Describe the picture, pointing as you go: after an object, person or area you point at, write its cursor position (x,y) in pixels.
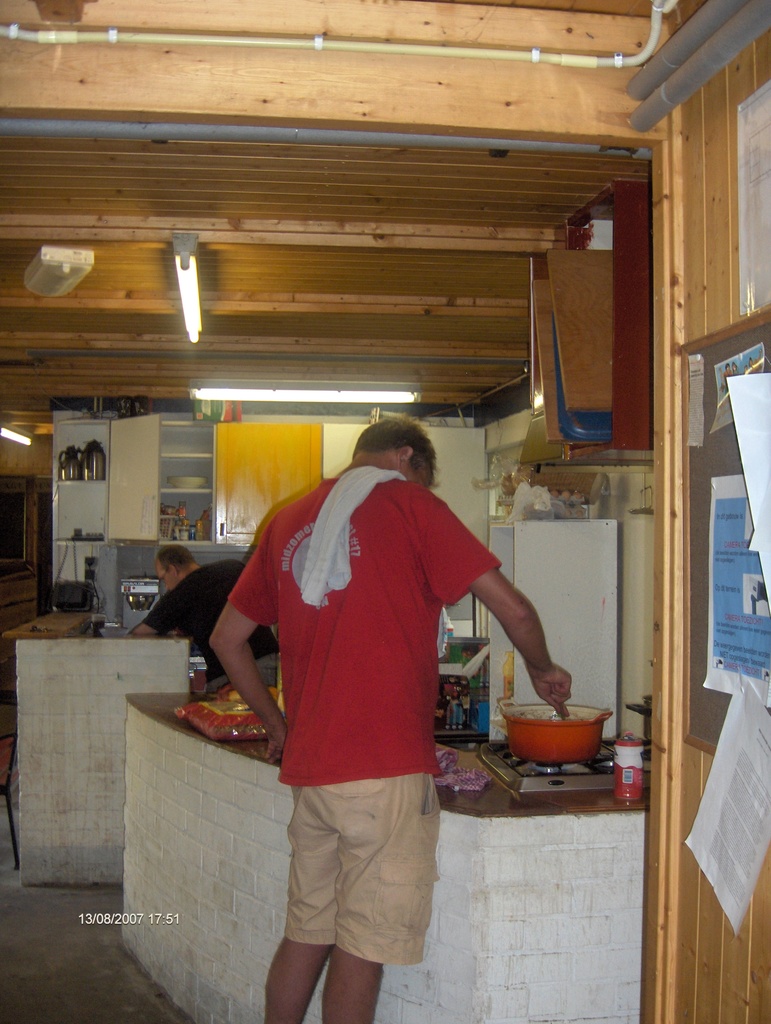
This picture is clicked inside. In the center (395,503) there is a person (398,503) wearing red color t-shirt (390,580), standing on the ground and cooking food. On the right corner (764,131) we can see the papers (766,594) hanging on the wall (719,164). In the center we can see the kitchen platform (568,804) on which many number of items (561,722) are placed. In the background (210,591) we can see the cabinet (263,450) containing some items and a person (179,614) seems to be sitting. At the top (177,147) we can see the roof (422,103), metal rods (172,135) and lights (246,398).
